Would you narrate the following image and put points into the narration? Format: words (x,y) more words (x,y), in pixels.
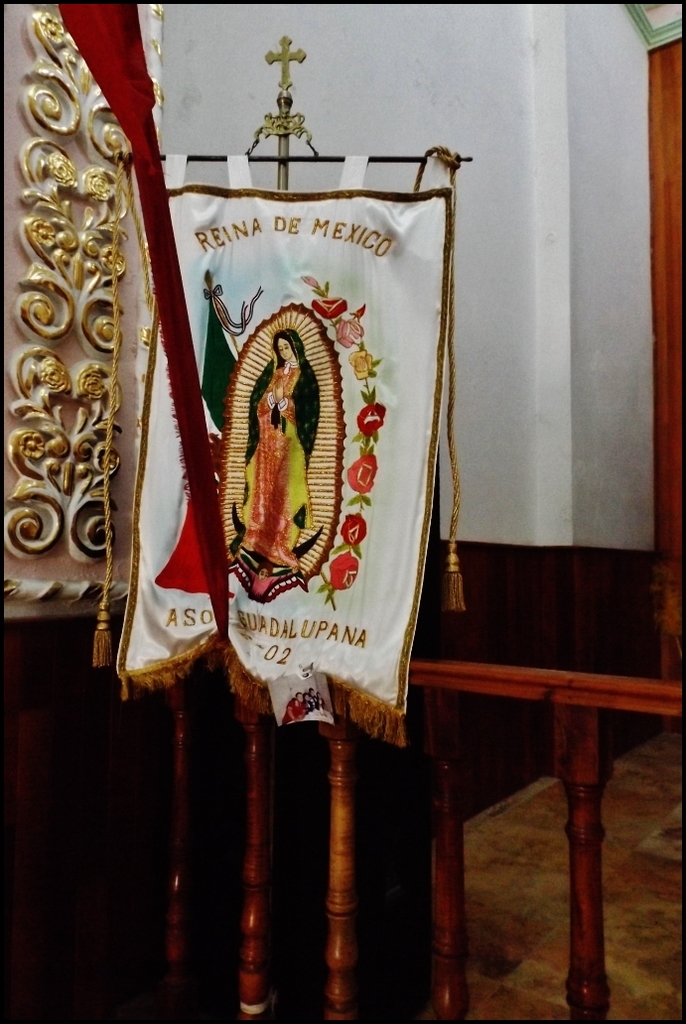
In this image I can see the cloth (180,589) and I can see the person (288,489) and the flowers (366,497) in the cloth (344,499). I can see the railing (353,836) and the wall (360,27) in the back (178,79).
